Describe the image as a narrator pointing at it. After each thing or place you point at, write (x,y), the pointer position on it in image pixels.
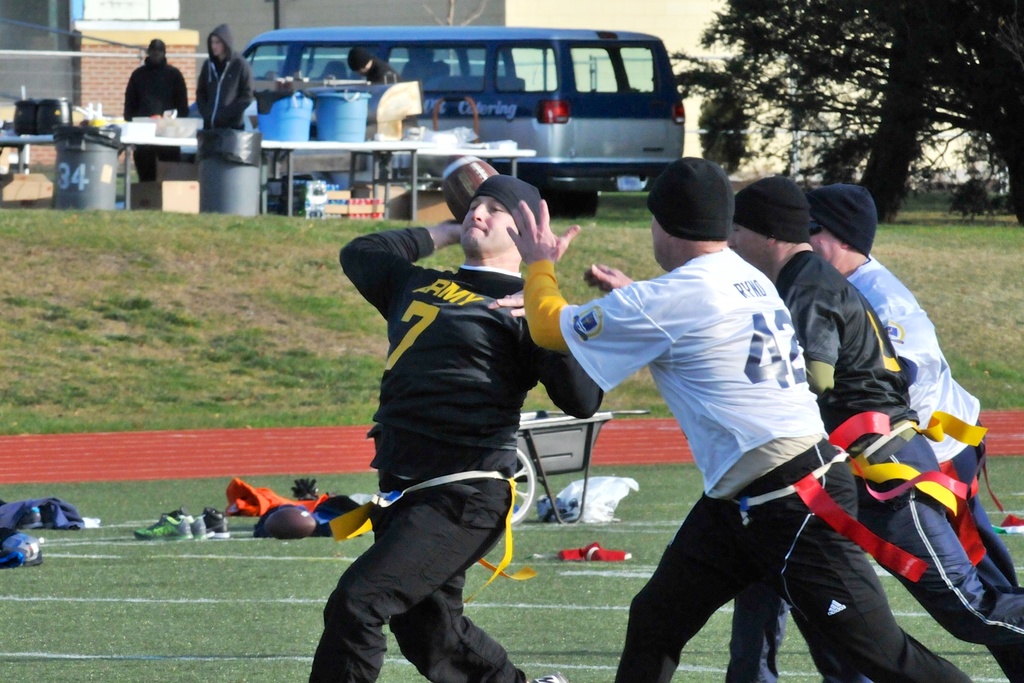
In this picture I can observe some players (449,514) in the ground (597,608). One of them is holding a brown color rugby ball (456,192) in his hand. There is some grass (183,318) on the ground (191,309). We can observe tables (187,141) and trash bins (108,171) on the left side (72,159). In the background (387,42) there is a vehicle (482,104) and a building (308,18). On the right side (786,106) I can observe a tree (903,106).
